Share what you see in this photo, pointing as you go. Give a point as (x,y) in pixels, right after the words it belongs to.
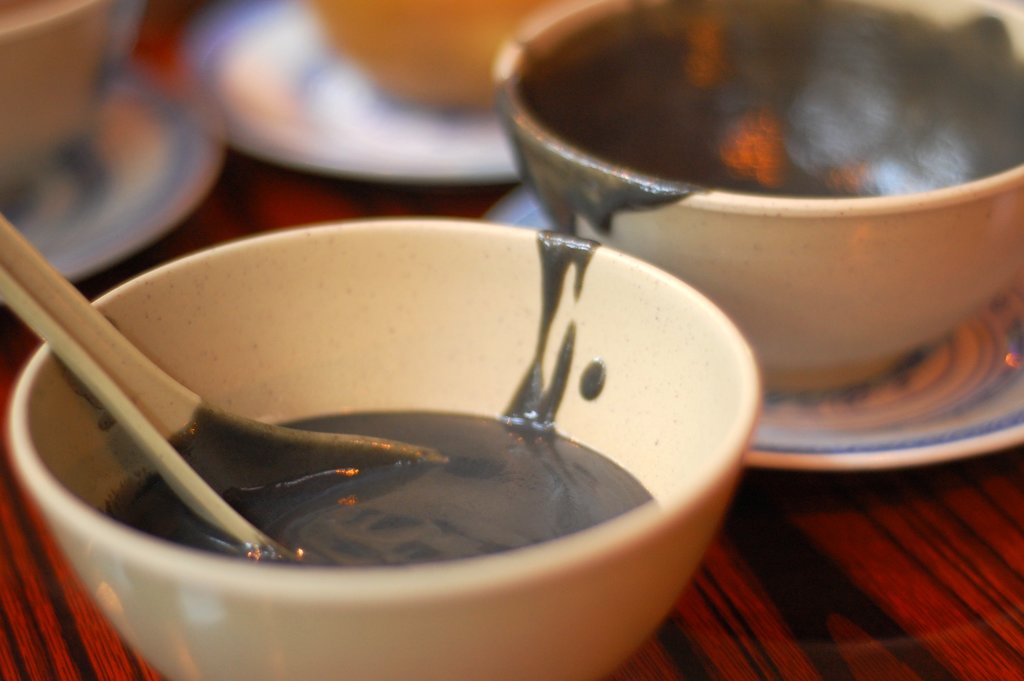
In this image i can see there are two cups (539,572) on the table (679,606).
